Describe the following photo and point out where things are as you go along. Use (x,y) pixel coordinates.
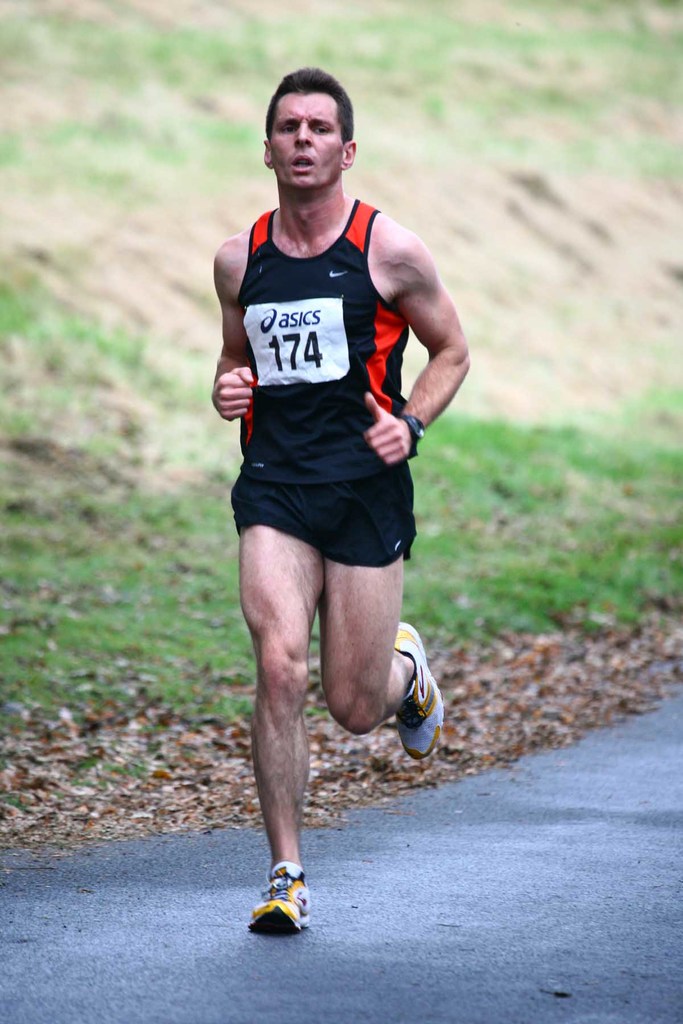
In this image there is a man (256,410) running on the road (234,881). There is a number badge (308,360) to his shirt (302,420). In the background (159,174) there is grass (125,570). On the ground (125,570) there are dry leaves (157,774).
